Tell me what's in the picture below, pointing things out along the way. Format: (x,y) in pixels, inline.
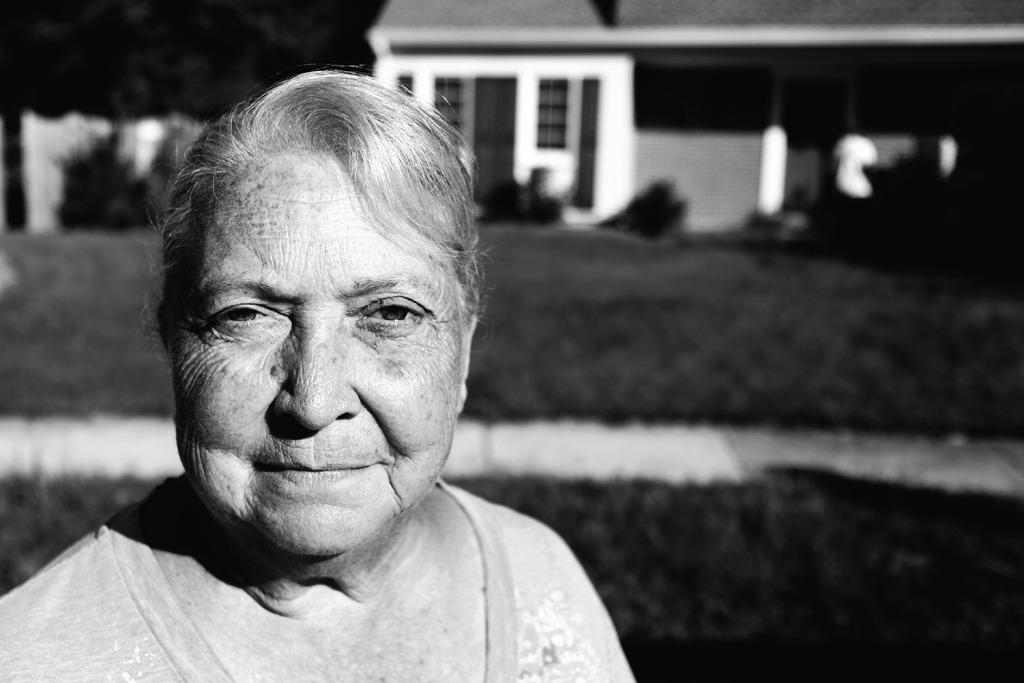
In this picture we can see a woman (173,294) smiling and in the background (324,20) we can see a house (706,102), trees (358,7).
